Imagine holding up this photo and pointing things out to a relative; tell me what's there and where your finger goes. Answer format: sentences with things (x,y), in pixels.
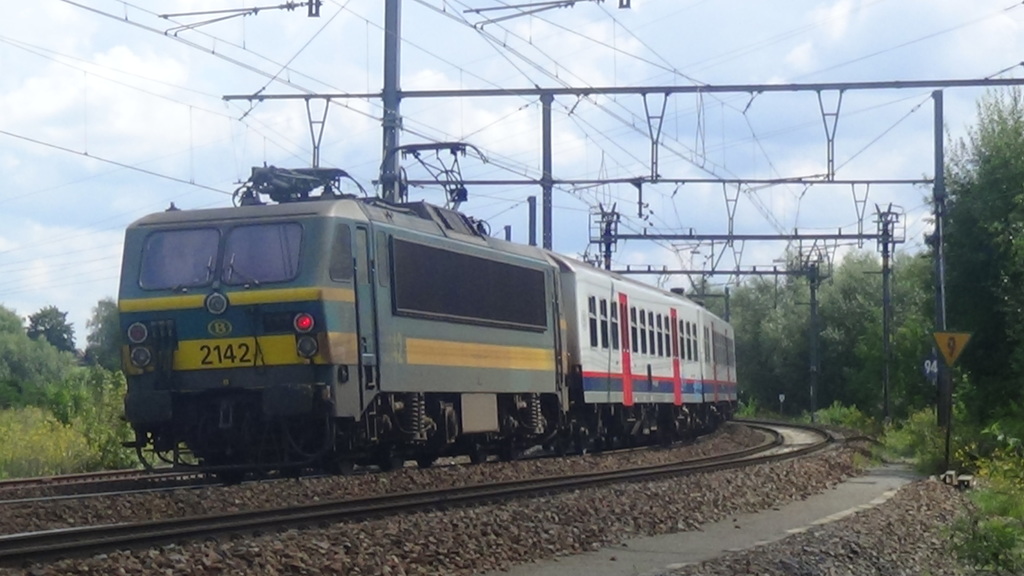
In the center of the image (366,319) there is a train (537,441) on the railway track (617,451). There are metal rods (494,90). In the background of the image (311,155) there are trees (801,296) and sky (763,25). On the right side of the image (952,347) there are boards (948,359).
